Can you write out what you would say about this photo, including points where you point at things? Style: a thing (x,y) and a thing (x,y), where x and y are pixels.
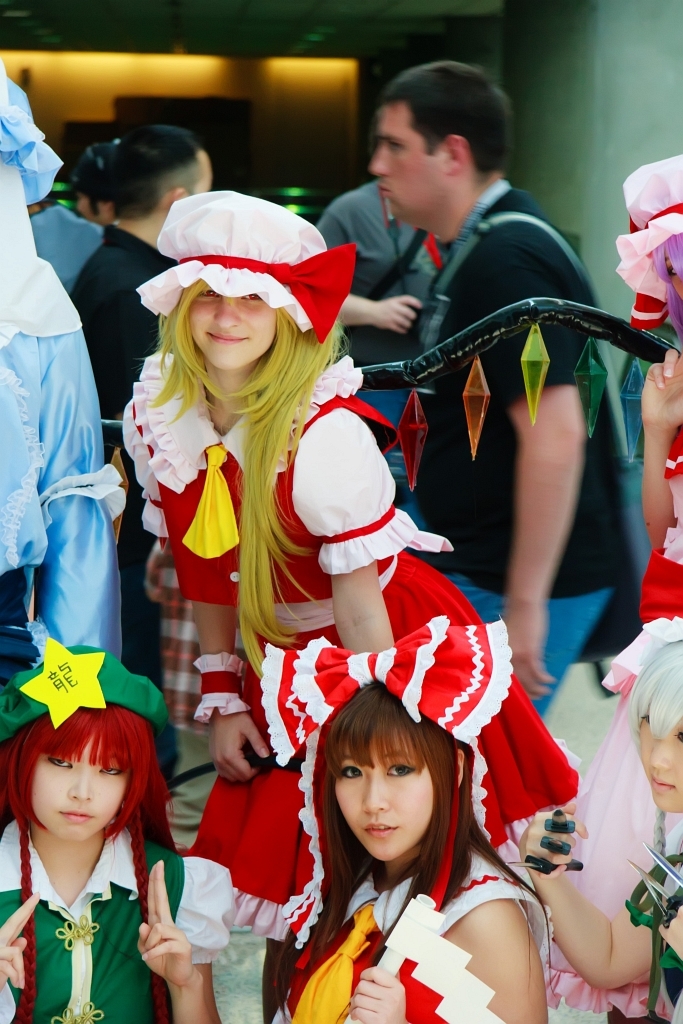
In this picture there is a woman (398,549) who is wearing red and white dress (326,448). She is smiling. At the bottom (156,789) there are three women (372,853) were sitting on the floor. In the back (540,281) we can see the group of persons (451,232) were standing near to the wall (610,139). At the top (153,55) we can see the lights (208,62) and door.
